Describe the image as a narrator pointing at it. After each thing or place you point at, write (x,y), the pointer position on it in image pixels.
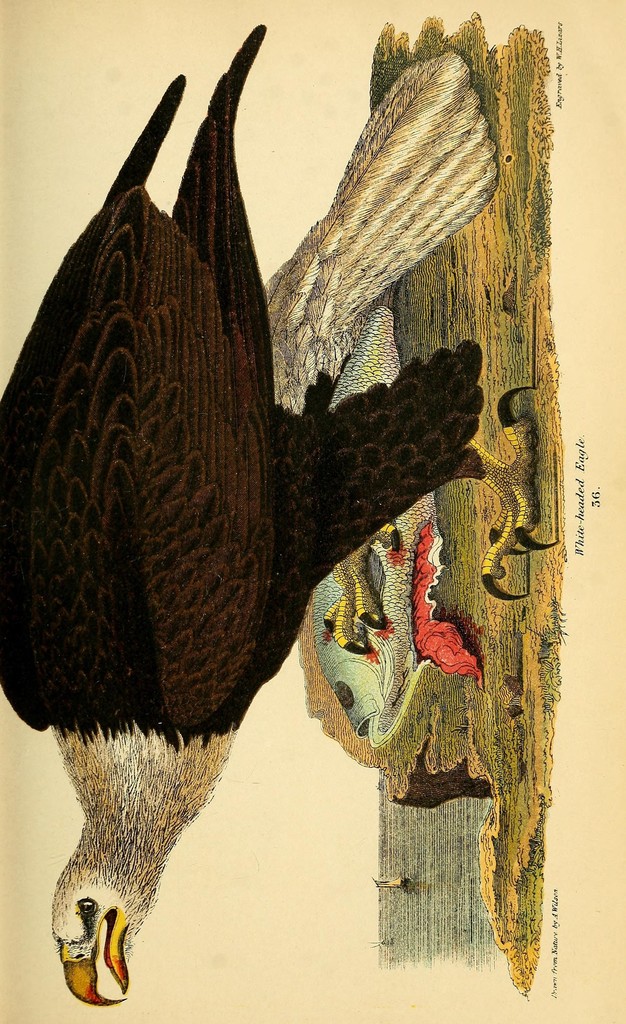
This is a picture of a poster (236,143). We can see a bird (125,594), fish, water (439,914) and the ground (456,709). On the right side of the picture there is something written.
